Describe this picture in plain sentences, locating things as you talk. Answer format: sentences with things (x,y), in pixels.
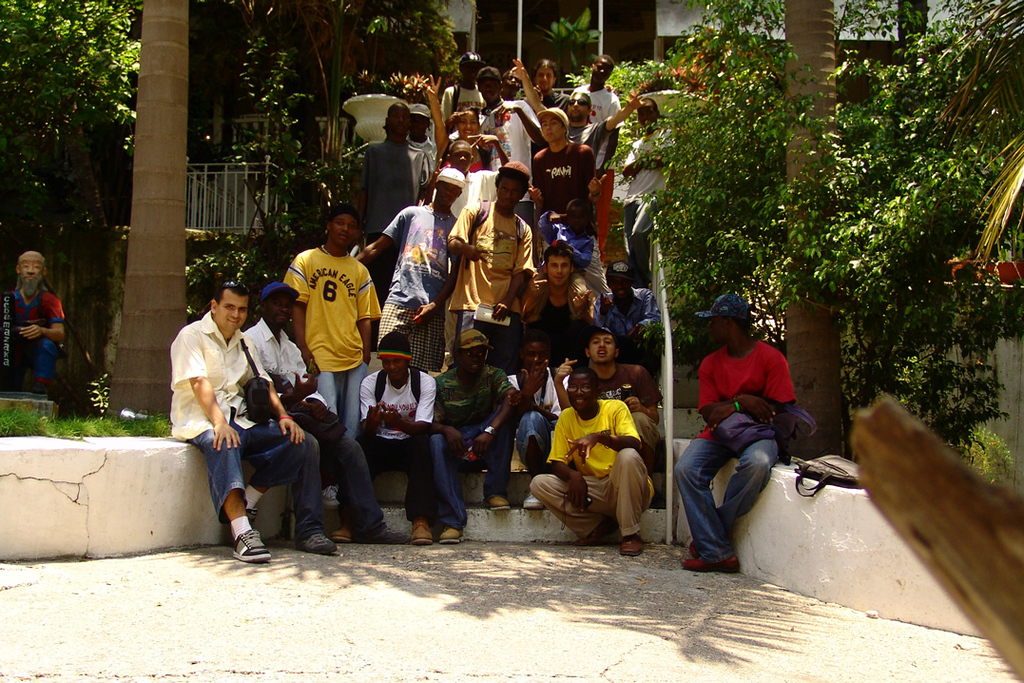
In this image we can see a group of people (354,244) are standing on a staircase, and some are sitting, there are trees (326,45), there is a grass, there is a building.
